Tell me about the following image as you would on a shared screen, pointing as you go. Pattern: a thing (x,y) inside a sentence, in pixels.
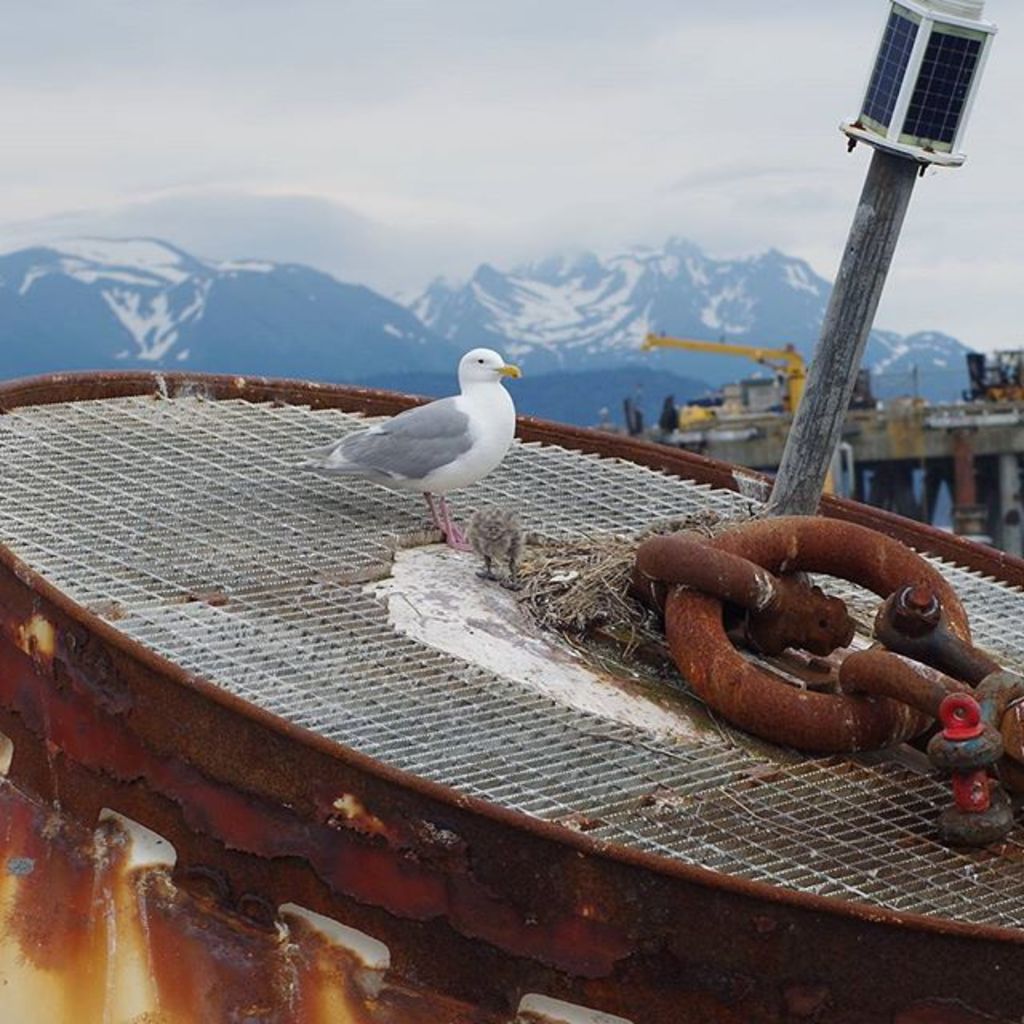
In this image I can see a bird (472,450) is on the object (416,516). I can see few vehicles (976,381) on the bridge (898,445). I can see few mountains (565,293) and the sky (588,138) is in white color.
